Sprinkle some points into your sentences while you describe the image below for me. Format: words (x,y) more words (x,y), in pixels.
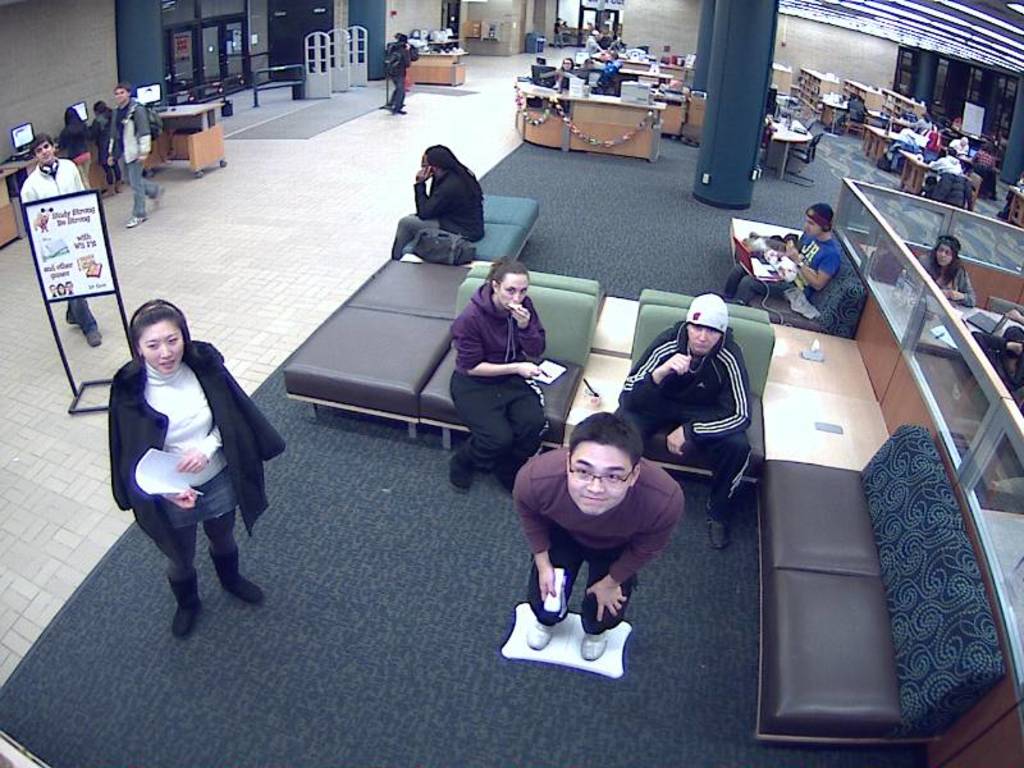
There are people (511,263) sitting on sofa (749,374) and standing. In the back (756,94) there are pillars (730,77), cabins (655,64), doors (223,62) and walls (784,39). On the left side (67,239) there is a board (67,239).
